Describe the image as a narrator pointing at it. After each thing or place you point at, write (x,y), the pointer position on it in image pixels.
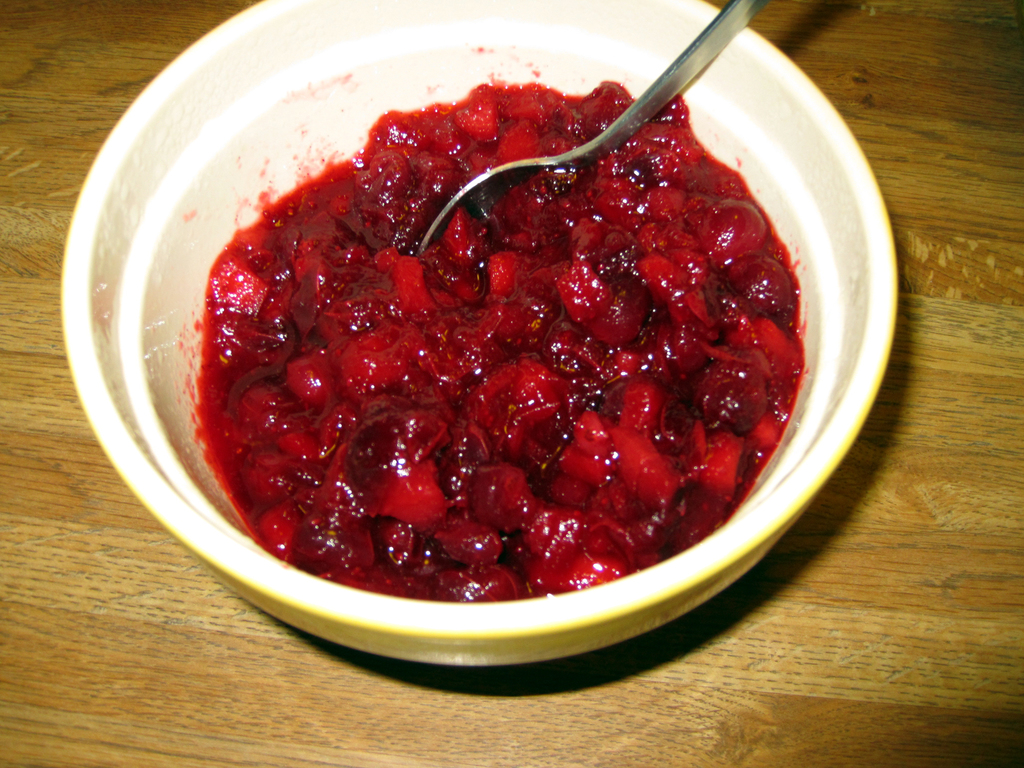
In this image we can see there is a table (347,736). On the table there is a food item (509,410) and spoon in the bowl (452,634).
